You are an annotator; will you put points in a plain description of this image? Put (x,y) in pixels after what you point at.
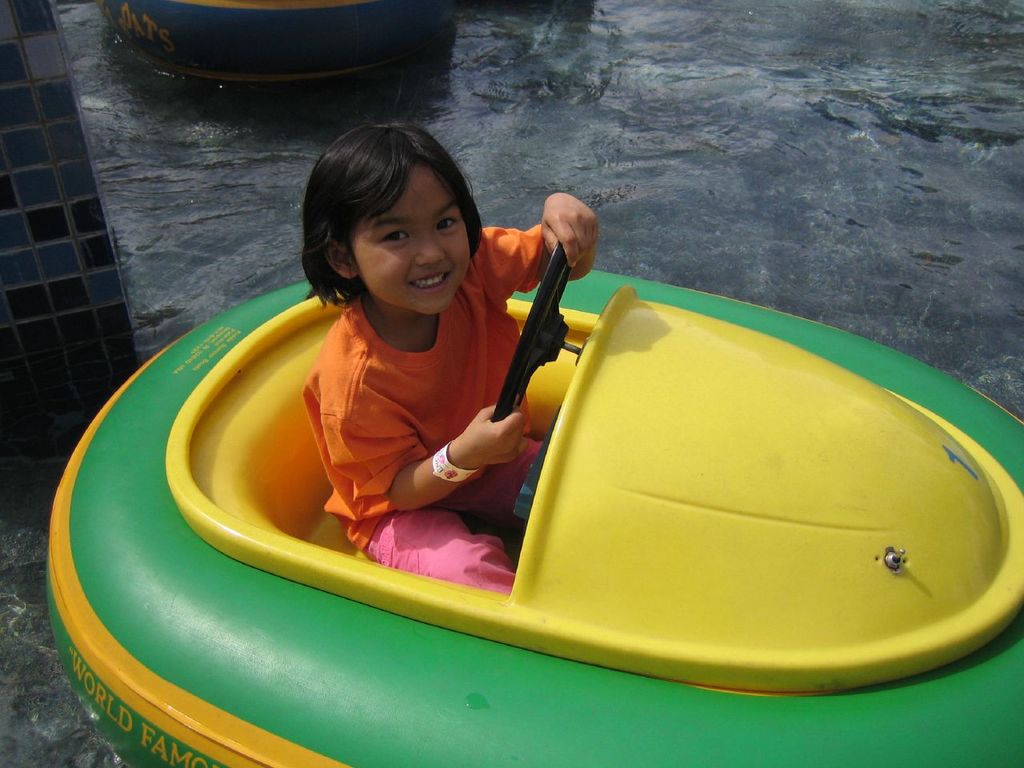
In the center of the image (446,345), we can see a kid (409,378) sitting in the paddle boat (322,473) and we can see an object (66,168) and another boat (251,39). At the bottom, there is water (735,134).
